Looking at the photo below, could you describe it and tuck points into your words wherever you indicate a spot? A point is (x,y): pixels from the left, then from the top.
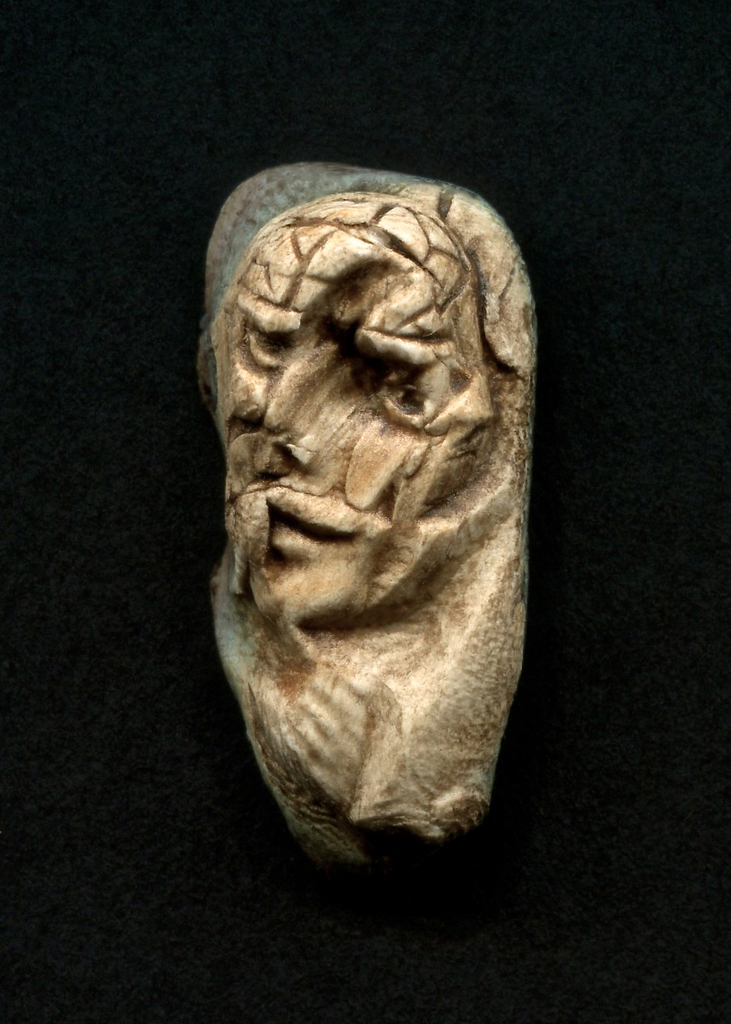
In this picture we can see a sculpture (228,450) and in the background (344,95) we can see black color.
